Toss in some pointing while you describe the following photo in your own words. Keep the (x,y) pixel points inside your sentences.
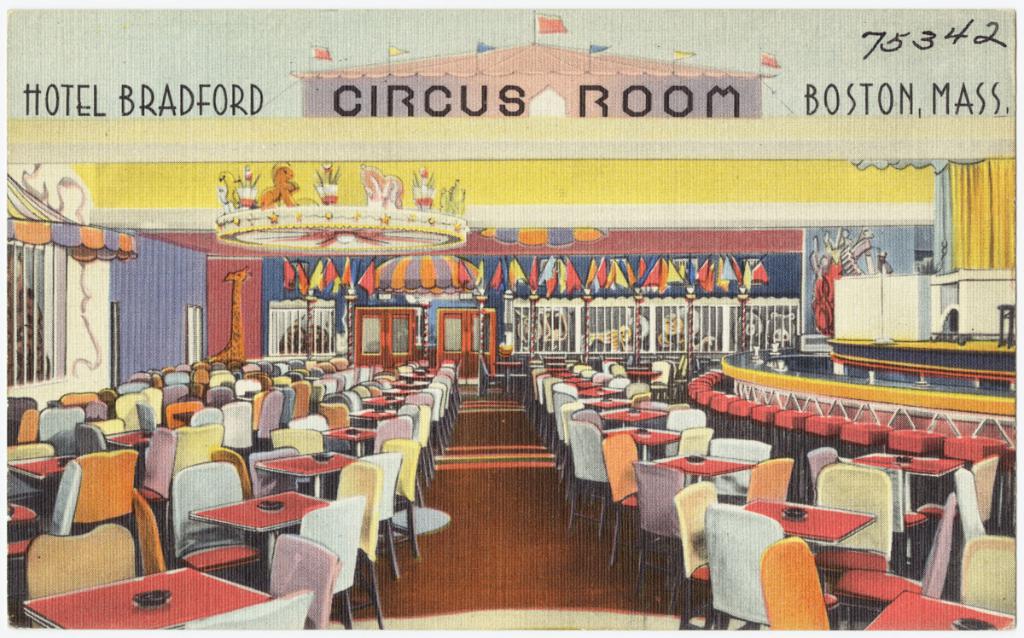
It is a poster. Here we can see so many chairs (307,558), tables (445,513), floor (509,503), doors (413,331), flags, walls (254,275) and grills (615,308). Top of the image (173,91), we can see some text (810,84), flags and numbers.
